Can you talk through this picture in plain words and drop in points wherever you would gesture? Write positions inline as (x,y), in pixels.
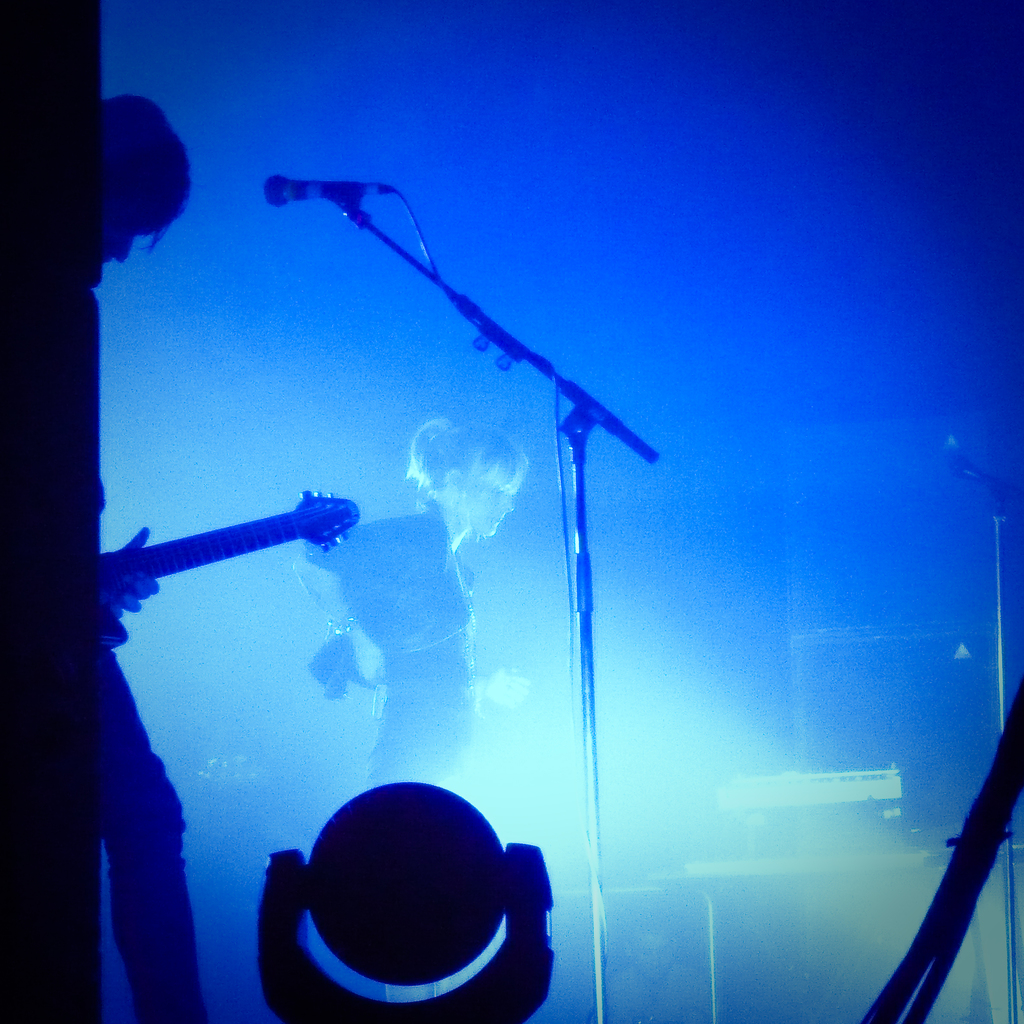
In the foreground of this picture (106,767), there is a man (172,864) holding a guitar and a woman (456,617) standing in the background (460,638). There is a mic (287,198) in front of a man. On the bottom (370,909), there is a light (401,959).
